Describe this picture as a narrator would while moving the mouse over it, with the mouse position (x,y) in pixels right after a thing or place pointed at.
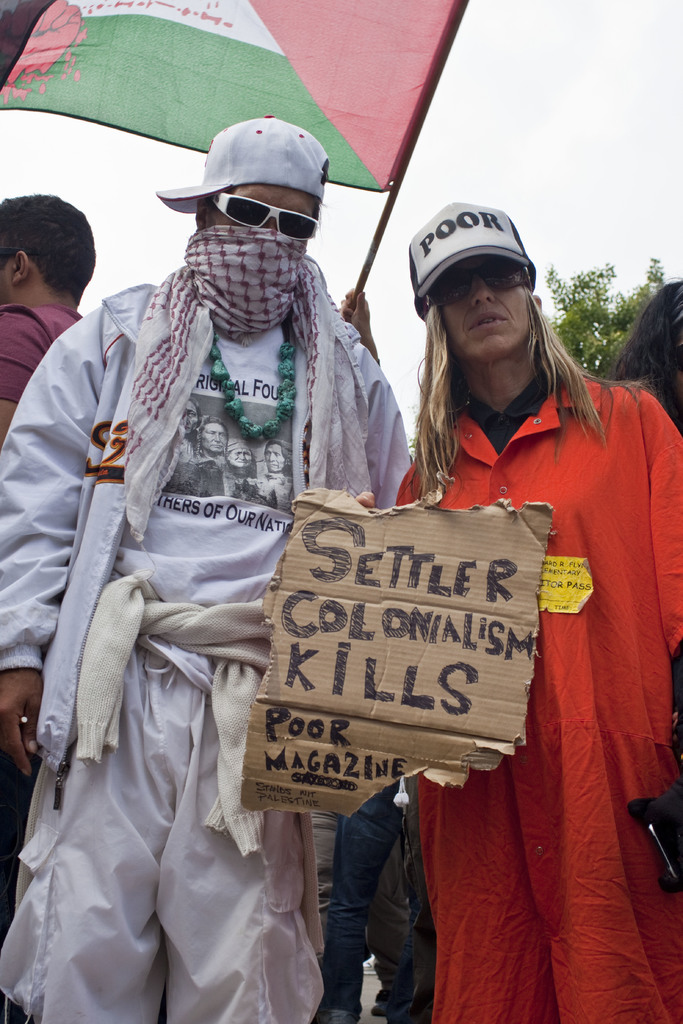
There are people (284,326) holding a poster (340,543) in the foreground area of the image (425,584), there are people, tree (617,306), flag (364,43) and the sky (425,187) in the background (633,168).
